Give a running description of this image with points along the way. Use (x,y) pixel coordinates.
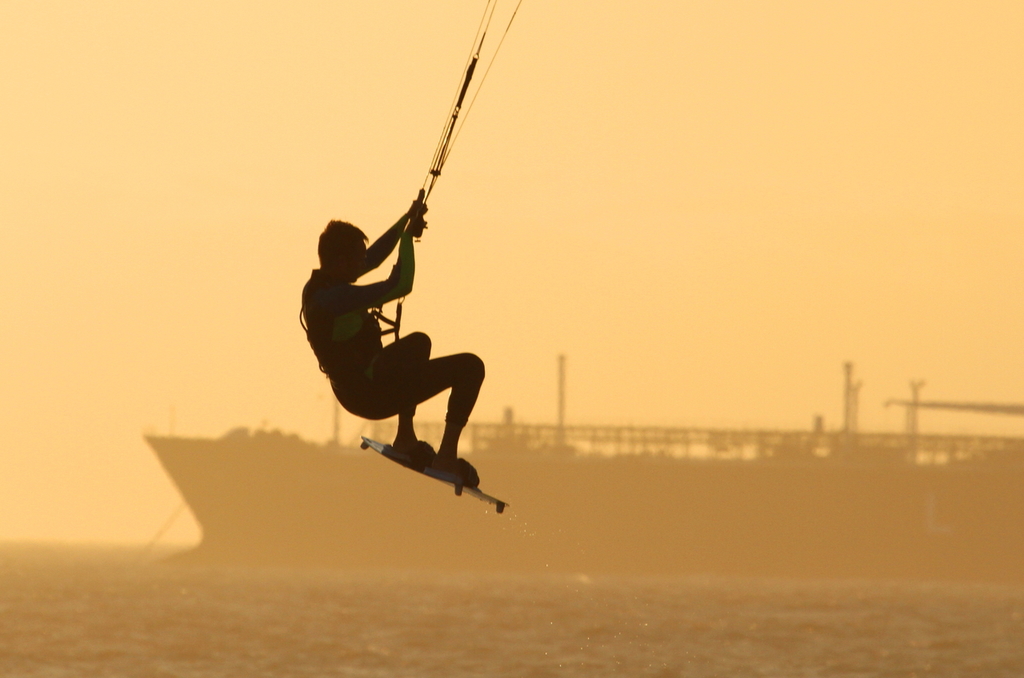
here there is a person (368,296) hanged in the air (454,80) he is wearing surfing board (436,478). In the background (445,493) there is ship (674,531) on the water body (271,630).
